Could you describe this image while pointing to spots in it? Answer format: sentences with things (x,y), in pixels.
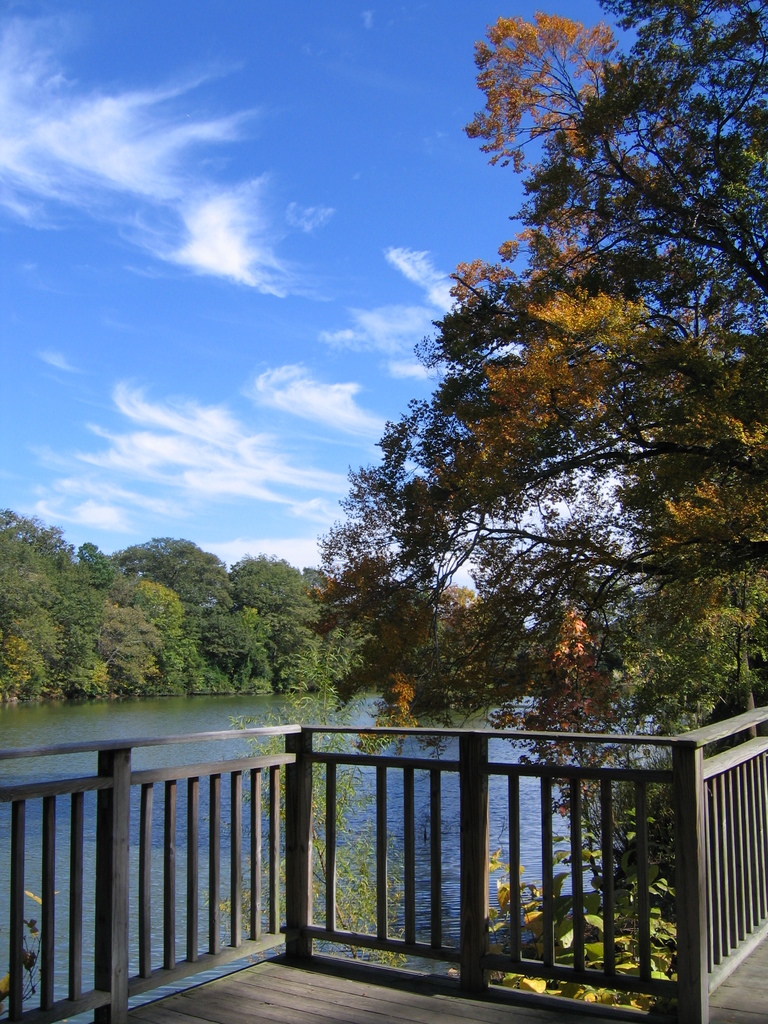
In this image in the front (312,756) there is a railing (330,846). In the center (349,642) there are trees (664,333) and there is a lake (349,747). In the background (100,602) there are trees (264,608) and the sky (300,400) is cloudy.
